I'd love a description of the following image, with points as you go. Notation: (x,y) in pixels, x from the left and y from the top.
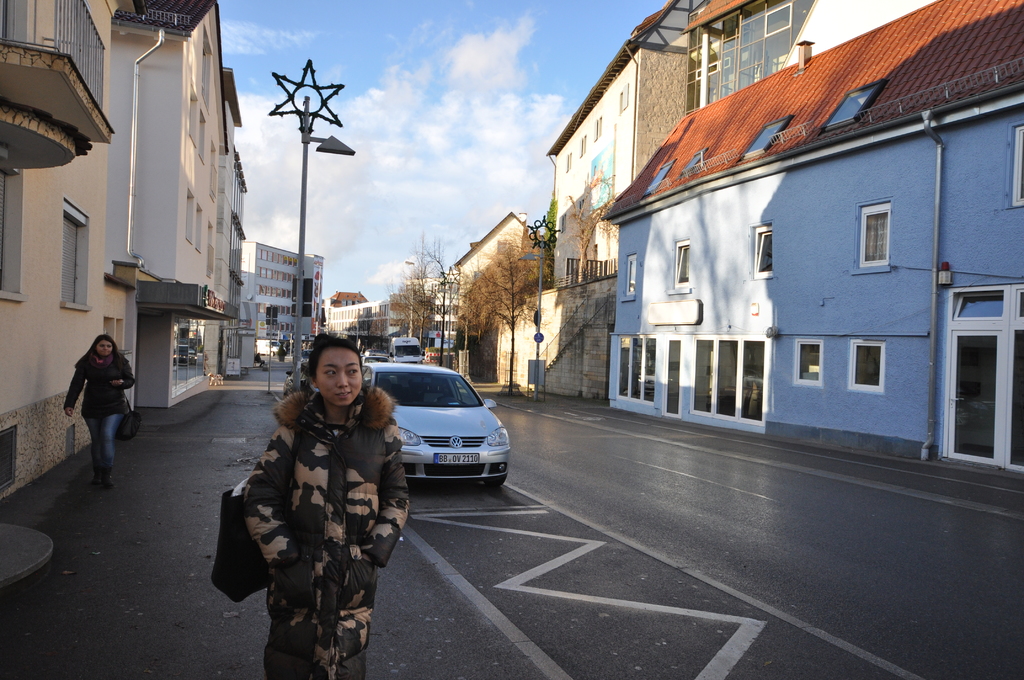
In this image there are two persons (344,545), few vehicles (386,363) on the road (608,534), there are few buildings (22,342), trees (432,318), a star symbol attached to the street lights (307,133) and a few clouds (372,122) in the sky (265,163).
